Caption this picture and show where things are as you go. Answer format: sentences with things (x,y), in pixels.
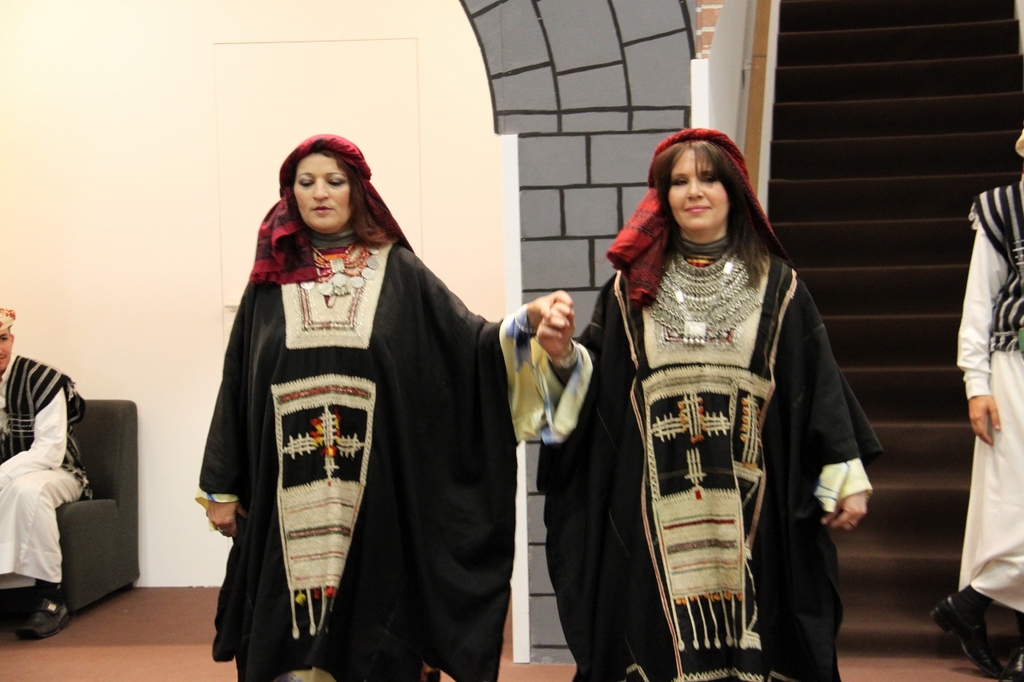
In the picture I can see people (563,527) among them one person (57,482) is sitting on a chair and others are standing. In the background (578,317) I can see a wall (376,145), steps (832,225) and some other objects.
